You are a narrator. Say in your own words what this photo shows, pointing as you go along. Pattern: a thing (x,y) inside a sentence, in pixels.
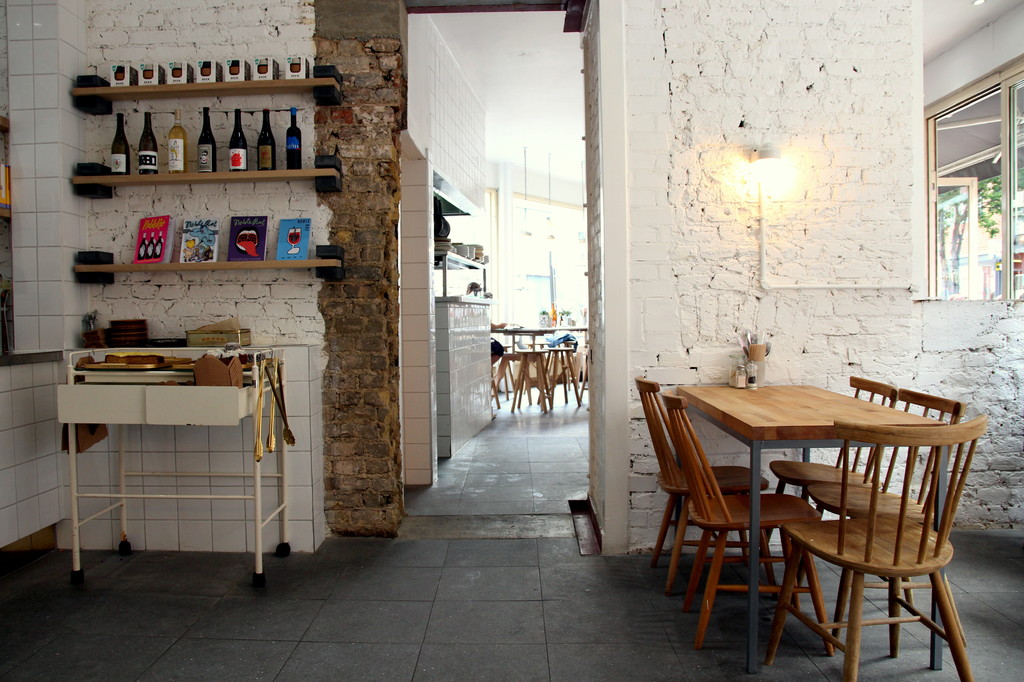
In this image there are racks (296,175), tables (731,408), chairs (899,433), walls (680,251), light (750,160), window (966,190), tile floor (503,465) and objects (513,328). In that racks (193,93) there are bottles (185,144) and objects (282,239). On the tables (792,415) there are things (749,358). Light (756,168) is on the wall (751,182).
